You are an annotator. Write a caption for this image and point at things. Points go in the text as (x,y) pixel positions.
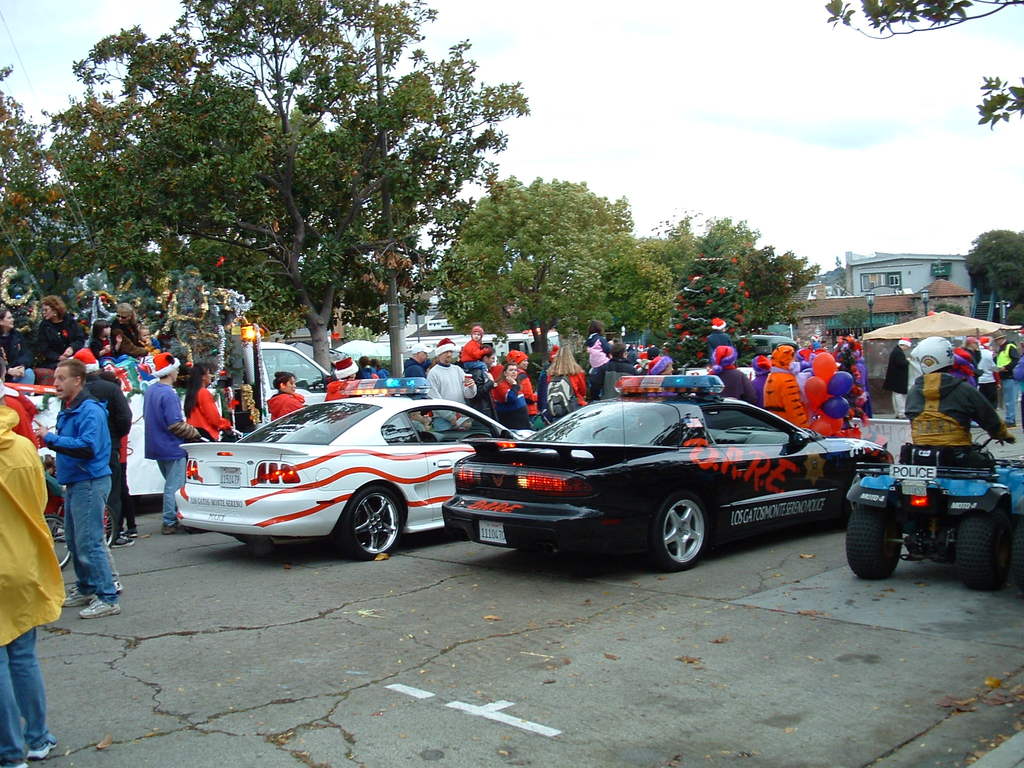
In this picture we can see group of people (274,410) and few cars (394,535), on the left side of the image (57,321) we can see few people (55,334), they are seated in the car (131,433), and few people (425,365) wore caps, in the background (506,282) we can see few trees (709,287), poles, lights (876,299) and buildings (868,273).
